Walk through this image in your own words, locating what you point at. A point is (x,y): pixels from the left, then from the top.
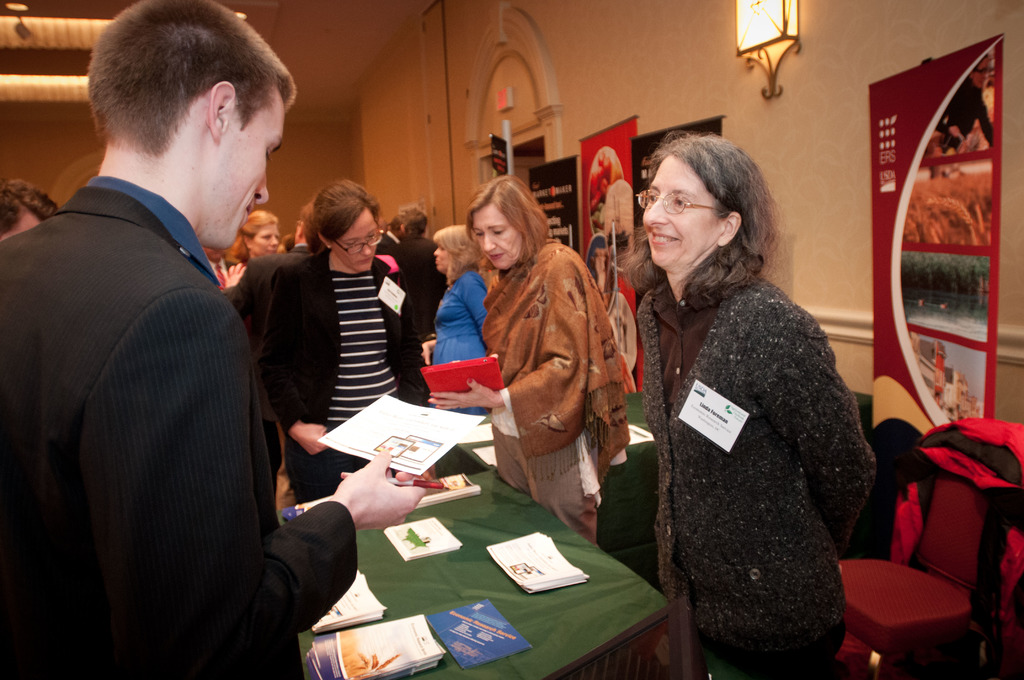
In this image I see number of people (744,345) and I see that this woman (737,233) is smiling and I see that this man (253,394) is holding a paper (431,407) in his hand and I see there are tables (479,443) on which there are many papers (328,643) and I see a chair (844,563) over here. In the background (629,44) I see the wall (635,32) and I see the lights (7,90) on the ceiling (325,5) and I can also see a light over here and I see the banners (967,358) on which there are pictures (942,270).
